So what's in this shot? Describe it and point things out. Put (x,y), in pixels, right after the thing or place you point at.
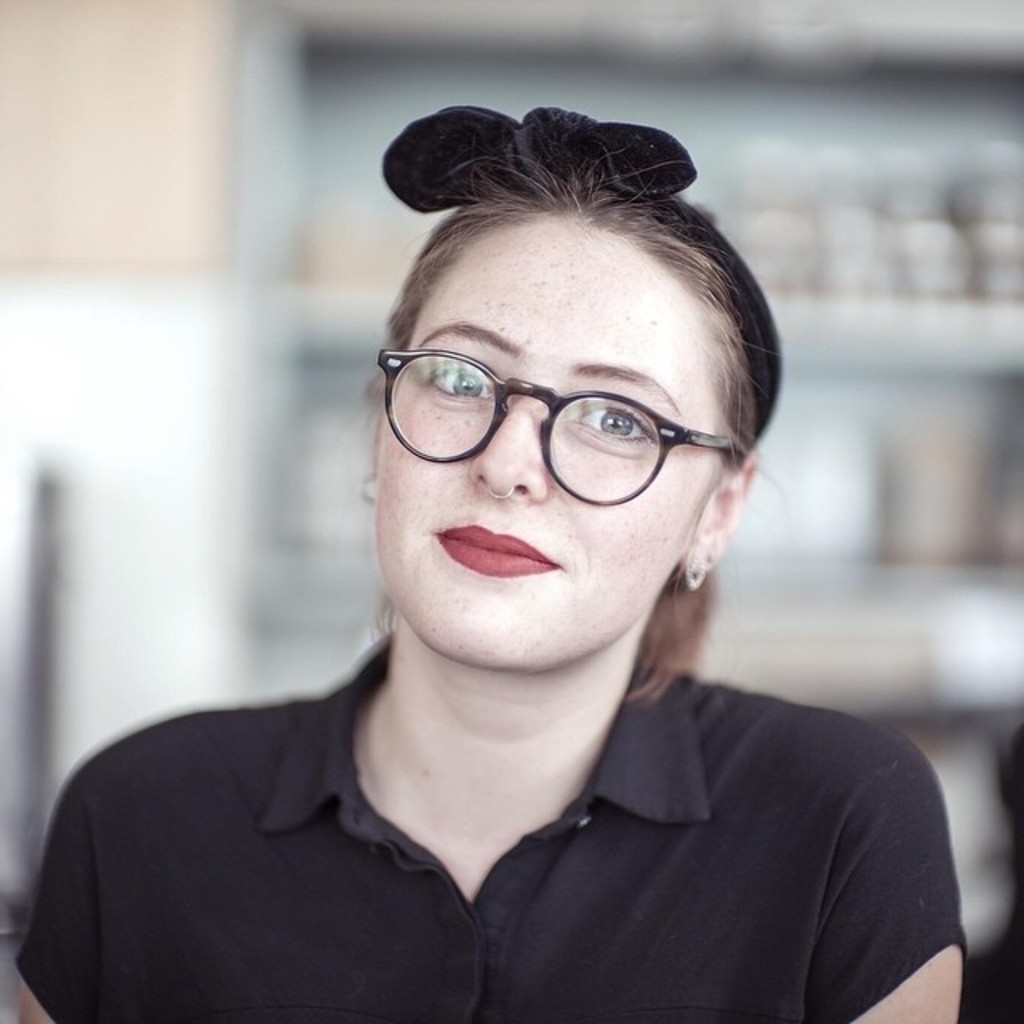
In this picture there is a woman (529,684) who is wearing black dress (289,954), spectacle (551,440), nose ring (498,492) and earring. In the background (350,450) I can see the blur image and its looks like the shelves (508,77).
